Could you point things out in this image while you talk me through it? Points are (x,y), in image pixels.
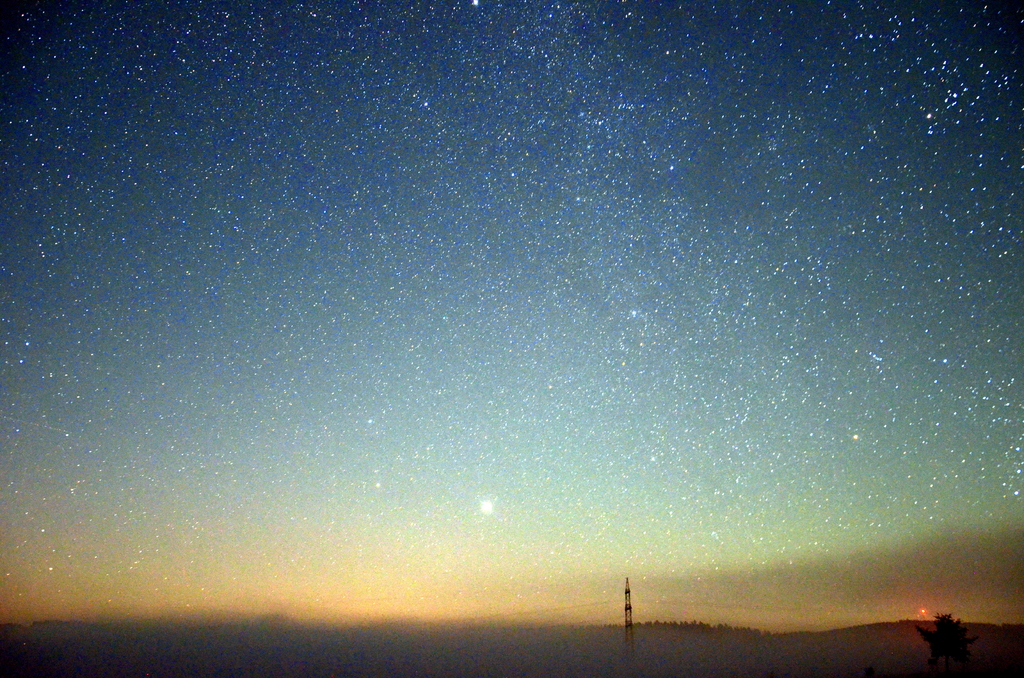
I can see the stars (418,323) in the sky (382,329). There is a transmission tower (628,598) at the bottom of the picture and a tree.
